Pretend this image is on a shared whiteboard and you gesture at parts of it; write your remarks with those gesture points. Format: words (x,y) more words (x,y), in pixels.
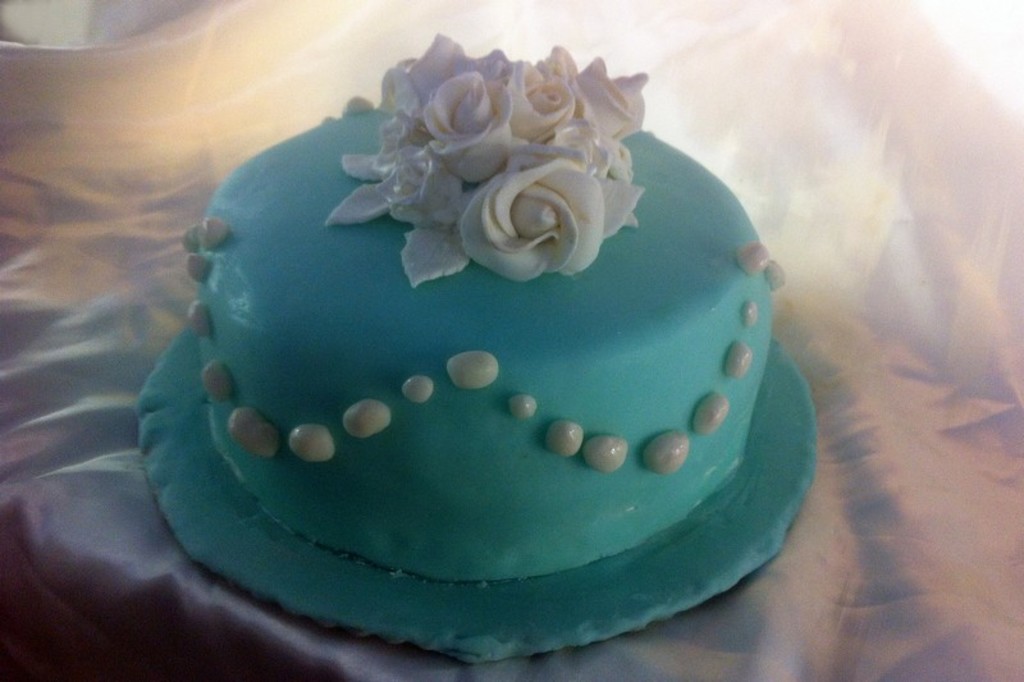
Here I can see a table (927,460) which is covered with a white cloth (862,542). On the table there is a cake (393,358).
